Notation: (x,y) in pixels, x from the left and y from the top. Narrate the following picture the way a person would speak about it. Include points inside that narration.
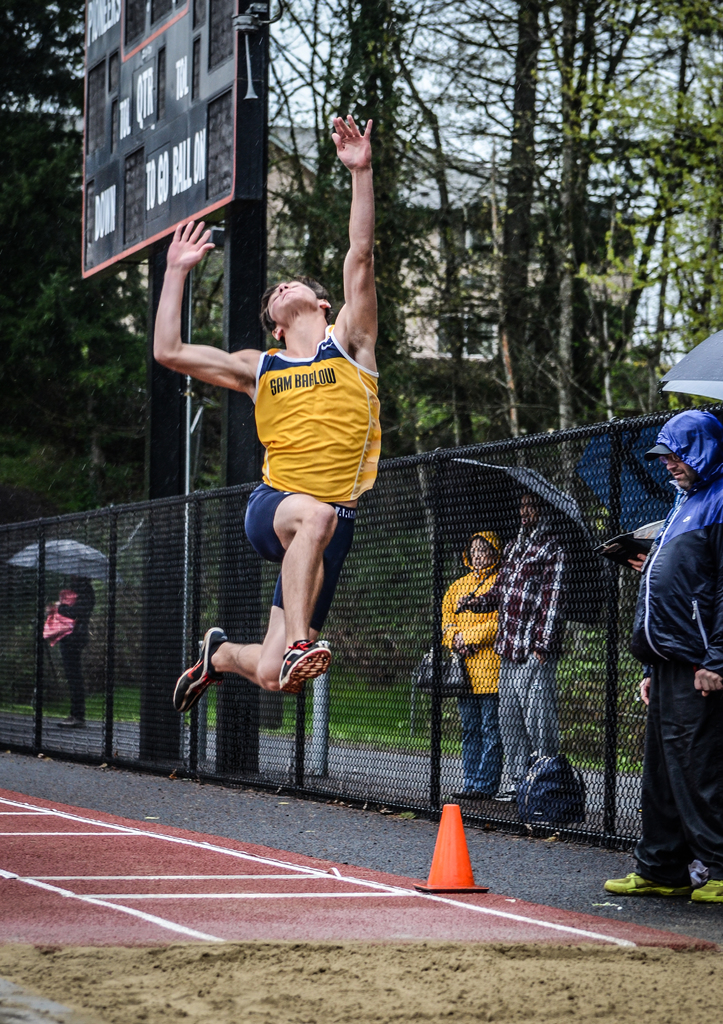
In the center of the image (293,410) there is a person (307,487) jumping in the air. At the bottom of the image (342,907) there is a mat (275,909). There is a traffic cone (457,883). There is sand (490,990). On the right side of the image (560,613) there is a metal fence (430,603). There are people (681,818) standing on the road (626,855) and they are holding umbrellas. In the background of the image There is a board (181,159). There are trees (493,265). There is a building (469,258) and sky (336,19).
